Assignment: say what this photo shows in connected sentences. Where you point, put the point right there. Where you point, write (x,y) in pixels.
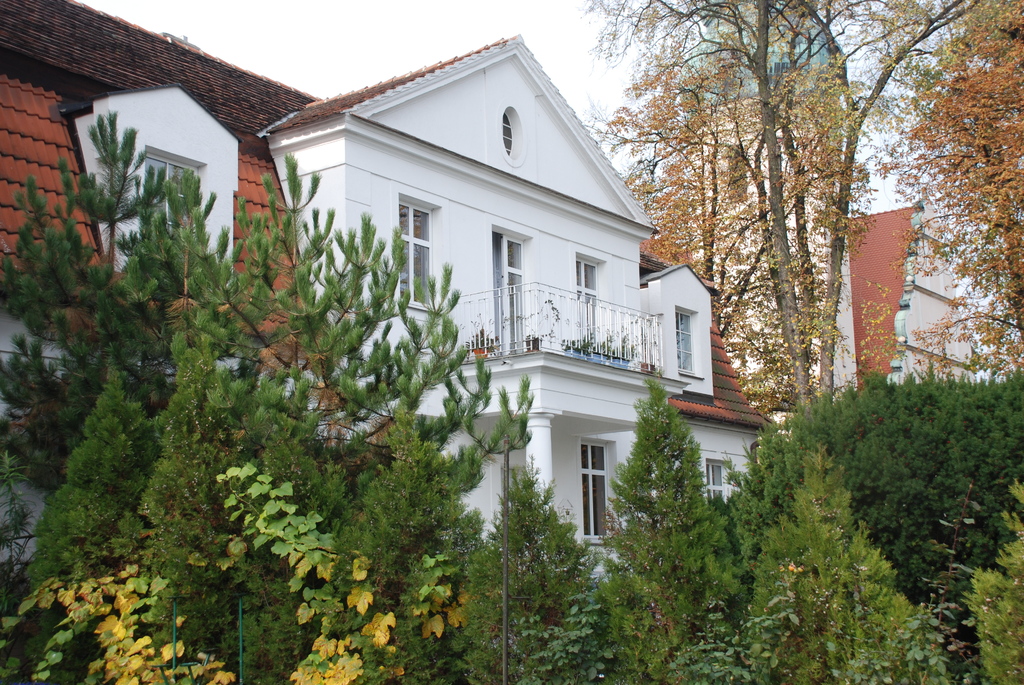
In this image we can see buildings (692,385), houseplants (485,350), grill (637,321), sky (262,2), trees (763,391), poles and bushes (291,592).
